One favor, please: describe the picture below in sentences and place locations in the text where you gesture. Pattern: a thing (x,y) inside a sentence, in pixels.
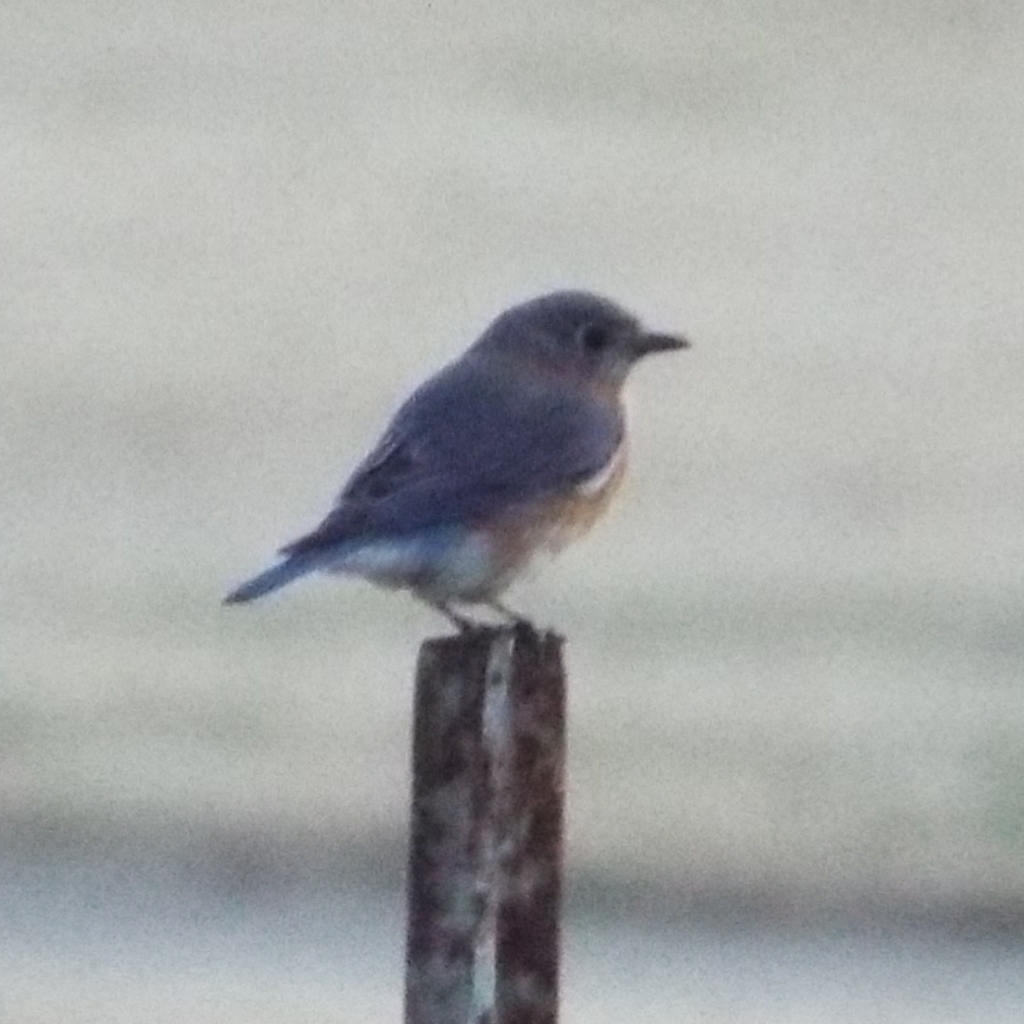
In the middle of the image (370,497) we can see a bird (361,519) and blurry background (787,757).
